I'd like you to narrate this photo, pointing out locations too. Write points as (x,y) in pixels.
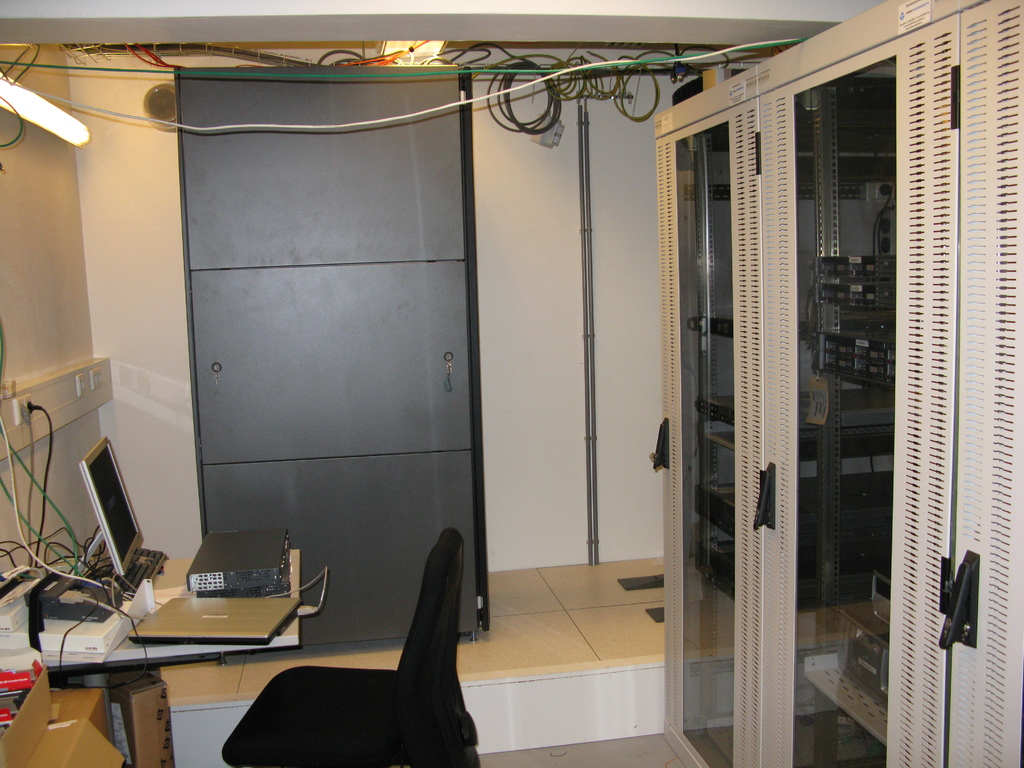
In this picture there is a inside view of room (77,491). In the front (150,627) there is a computer (237,628) on the table (167,649) and black color chair (397,709). In the front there is a grey color door (399,370). On the right side (969,331) we can see the glass (879,645) and metal cabinets (910,640). On the top ceiling (448,36) there are some cables (513,121).
